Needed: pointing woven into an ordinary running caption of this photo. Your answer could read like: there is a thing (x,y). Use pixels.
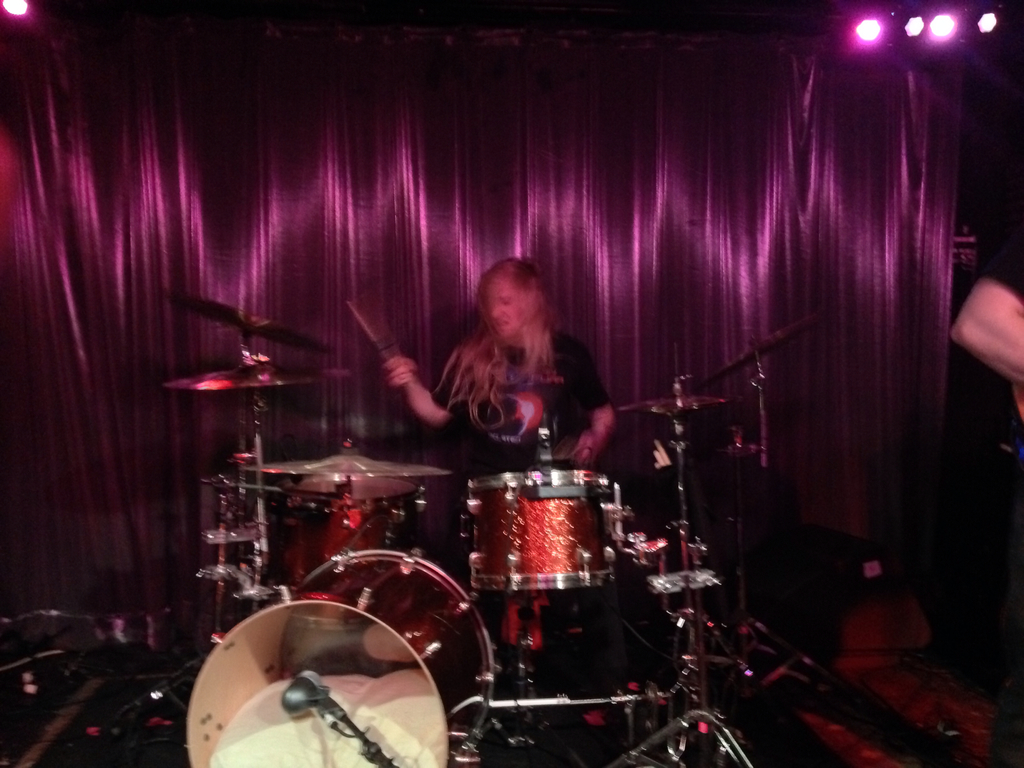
Here we can see a woman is playing the musical drums (489,539), and at back (475,158) here is the curtain (368,187).
